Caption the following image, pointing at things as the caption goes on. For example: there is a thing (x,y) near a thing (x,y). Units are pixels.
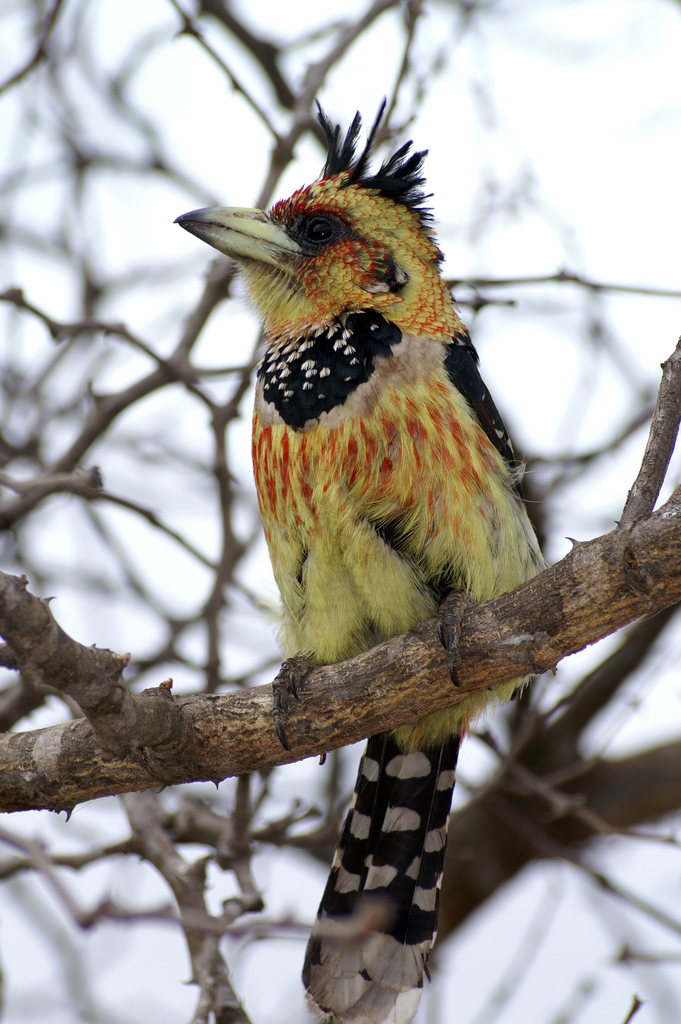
In the picture we can see a bird (418,600) standing on the dried tree (481,641) and the bird (447,632) is yellow in color and some part black and white in color.
